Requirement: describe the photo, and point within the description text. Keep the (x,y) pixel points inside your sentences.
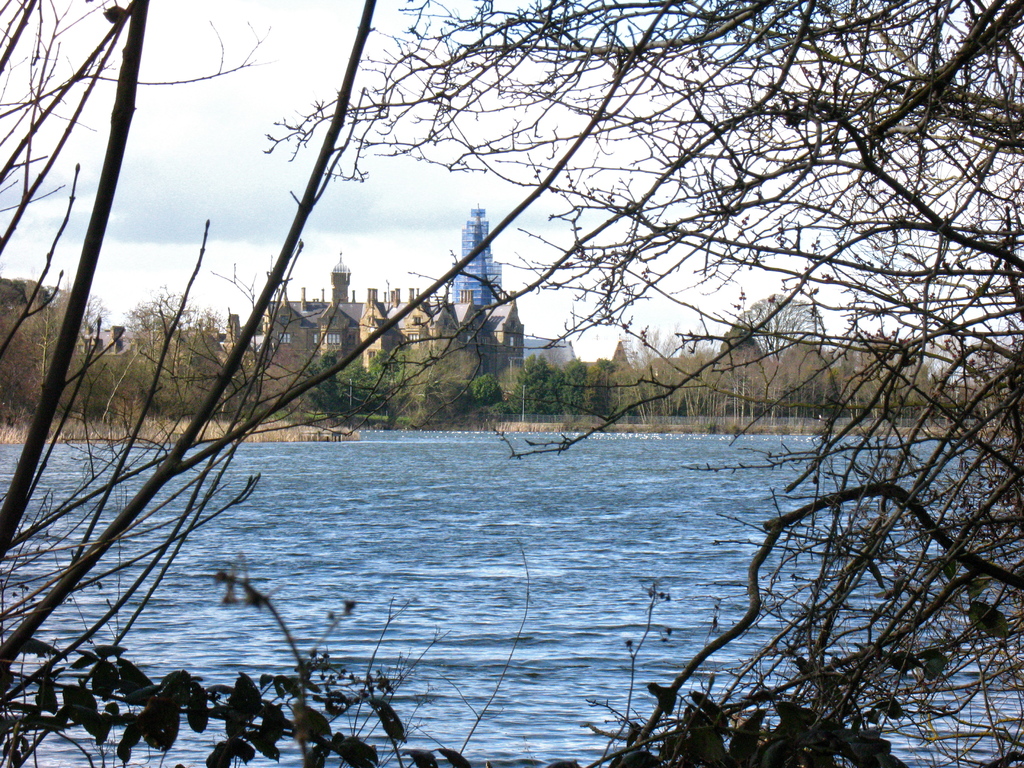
At the bottom (521,585) there is water (531,533), these are the trees (527,362). In the middle (494,317) there are buildings (332,329). At the top (226,160) it is a cloudy sky (177,175).
